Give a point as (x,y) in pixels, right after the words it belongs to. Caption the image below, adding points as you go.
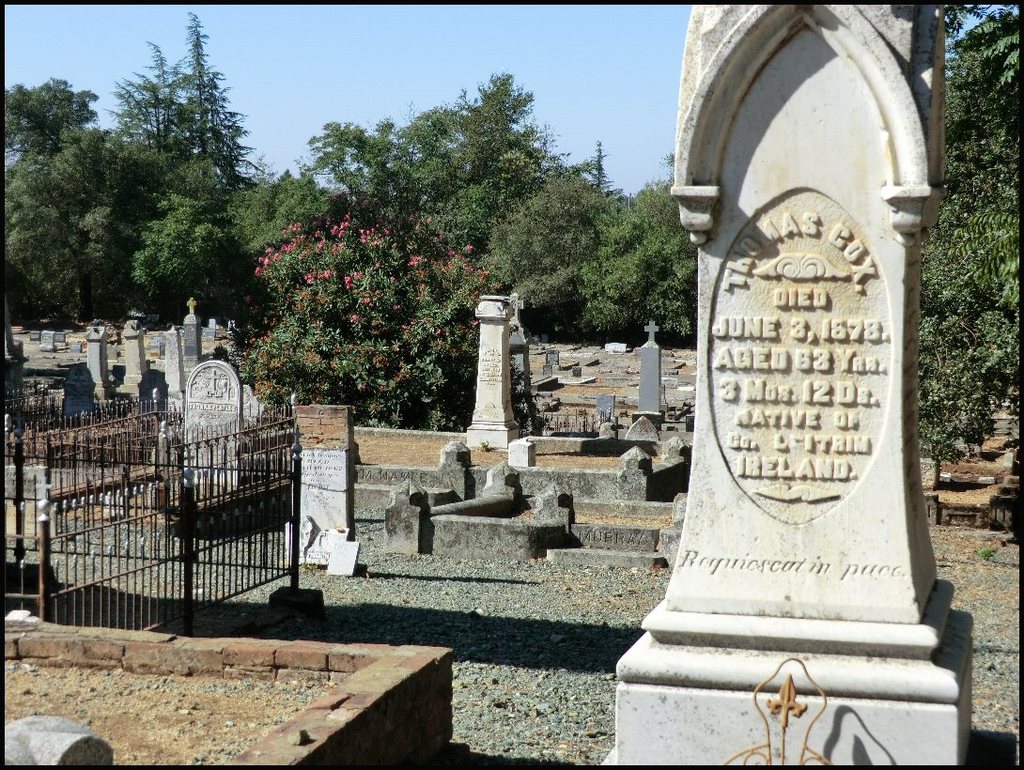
In this image we can see some graves (485,417) with some text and cross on it. We can also see some stones (544,606) and a fence (268,535). On the backside (446,373) we can see a group of trees (455,371) and the sky (334,107) which looks clear.
